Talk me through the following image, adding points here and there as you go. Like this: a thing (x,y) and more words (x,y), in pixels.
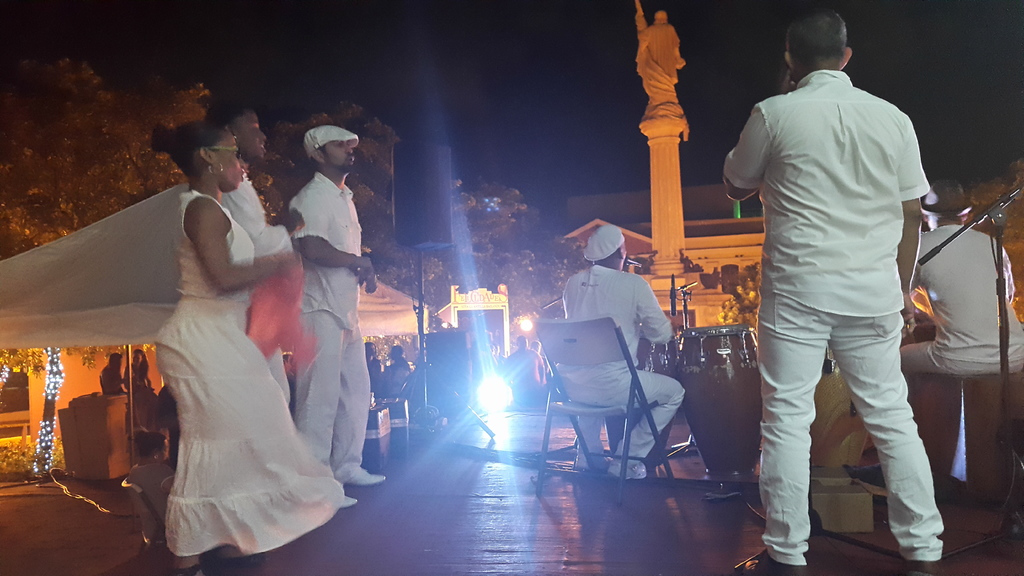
This is an image clicked in the dark. Here I can see few people (857,225) wearing white color dresses (833,235) and standing on the floor (447,549) and two persons (971,294) are sitting. There are few metal stands (685,316) and musical instruments (703,341). On the right side (1000,260) there is a mike stand (997,317). In the background (117,301) there is a tent (115,270) and I can see many people (512,374). In the background (514,271) there are trees (502,248) and a statue (666,86) on a pillar (669,244) and also there is a building (723,221) in the dark.
